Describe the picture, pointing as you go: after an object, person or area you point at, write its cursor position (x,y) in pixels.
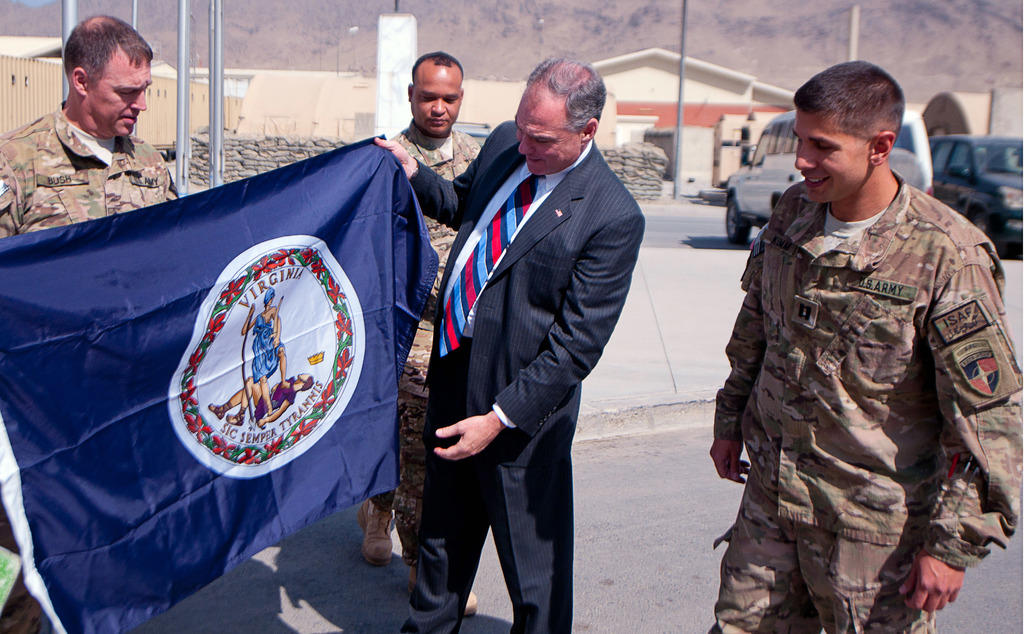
In the picture I can see a group of men (442,417) are standing among them, the man (451,416) in the middle (513,404) is holding a flag (222,503) in hands (455,430). In the background (637,84) I can see buildings (651,126), poles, vehicles (737,222) and some other objects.
